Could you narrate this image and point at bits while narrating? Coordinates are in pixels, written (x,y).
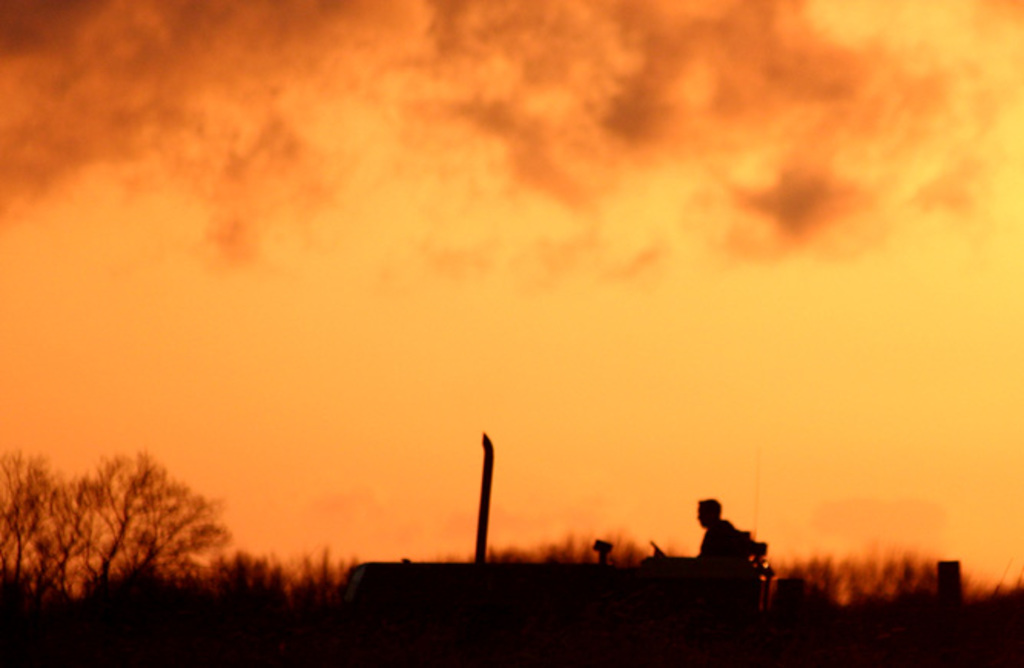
There is a person (718,524) sitting on the seat (759,553) and driving the tractor (620,578) on the road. In the background (787,561), there are trees (34,522) and there are clouds (179,118) in the sky (284,334).
